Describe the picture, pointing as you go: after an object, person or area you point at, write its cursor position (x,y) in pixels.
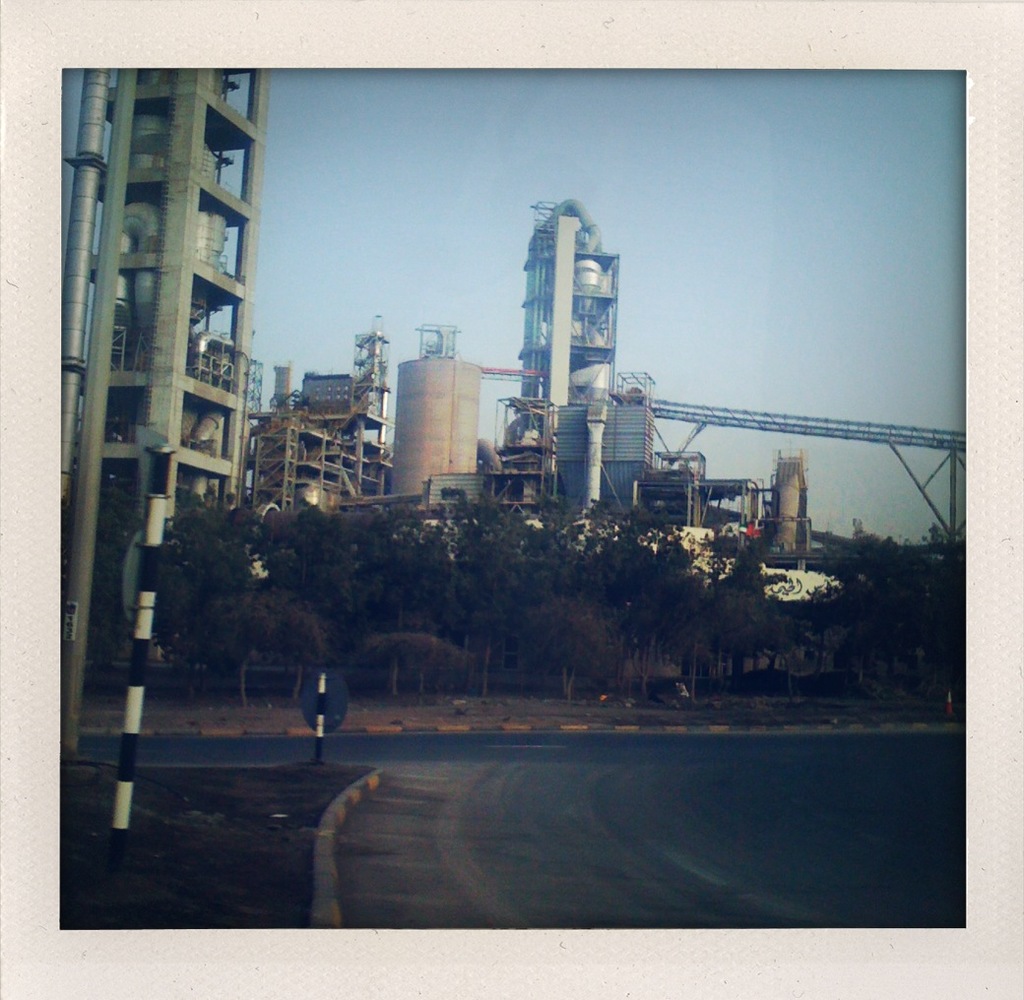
In this image I can see trees (346,653) in green color. I can also see few poles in white and black color, background (220,427) I can see buildings (244,383) in white color and sky (438,167) in blue color.
